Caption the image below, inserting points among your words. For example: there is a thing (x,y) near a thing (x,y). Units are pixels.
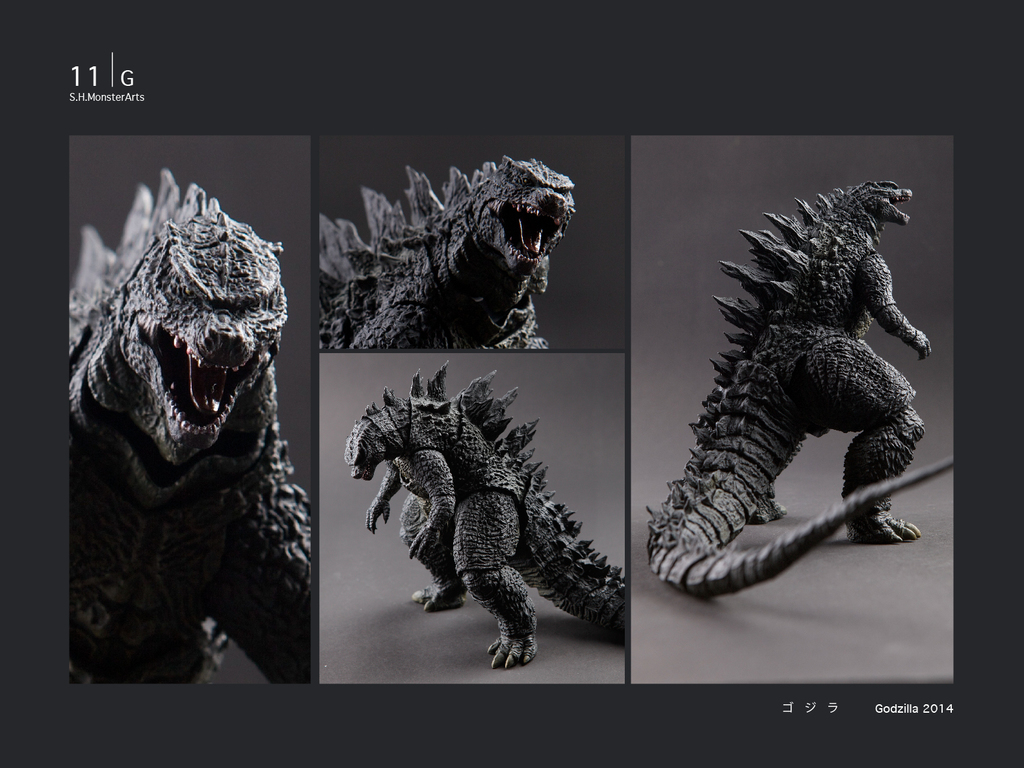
This image is a collage of an animal (439,546). At the top (123,73) and bottom there is text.
